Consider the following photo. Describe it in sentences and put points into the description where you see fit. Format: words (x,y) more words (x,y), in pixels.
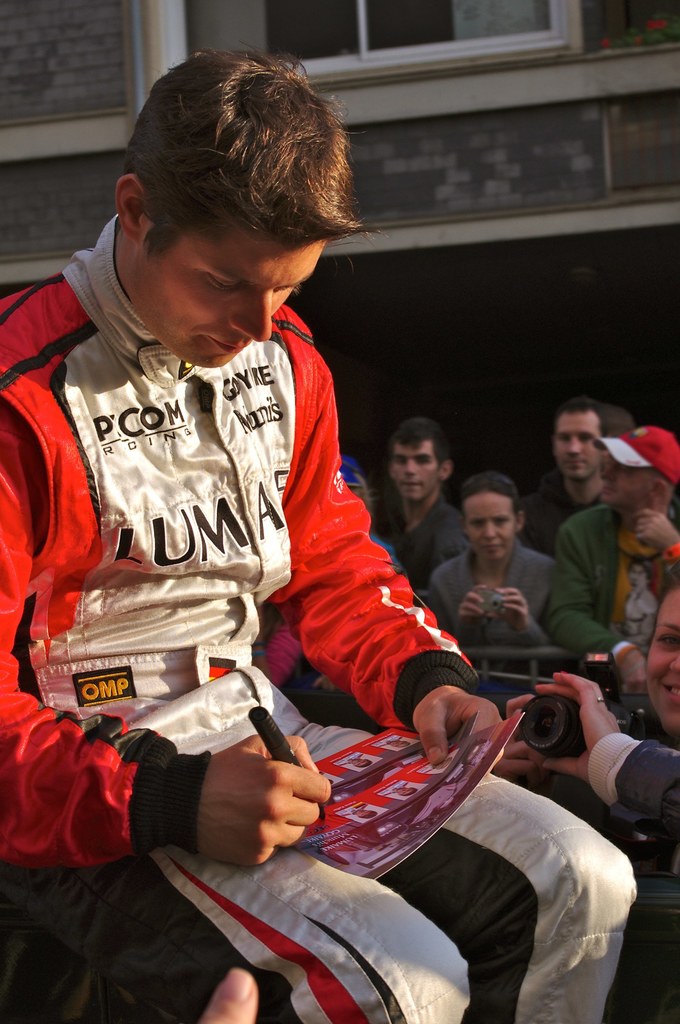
In this picture I can see there is a man (442,889) sitting and he is wearing a red shirt (241,433) and a white pant (607,952). He is writing something on the paper (442,793) and there are many people (583,605) standing around him. In the backdrop (462,36) there is a wall (418,82) and there is a window (488,14).
